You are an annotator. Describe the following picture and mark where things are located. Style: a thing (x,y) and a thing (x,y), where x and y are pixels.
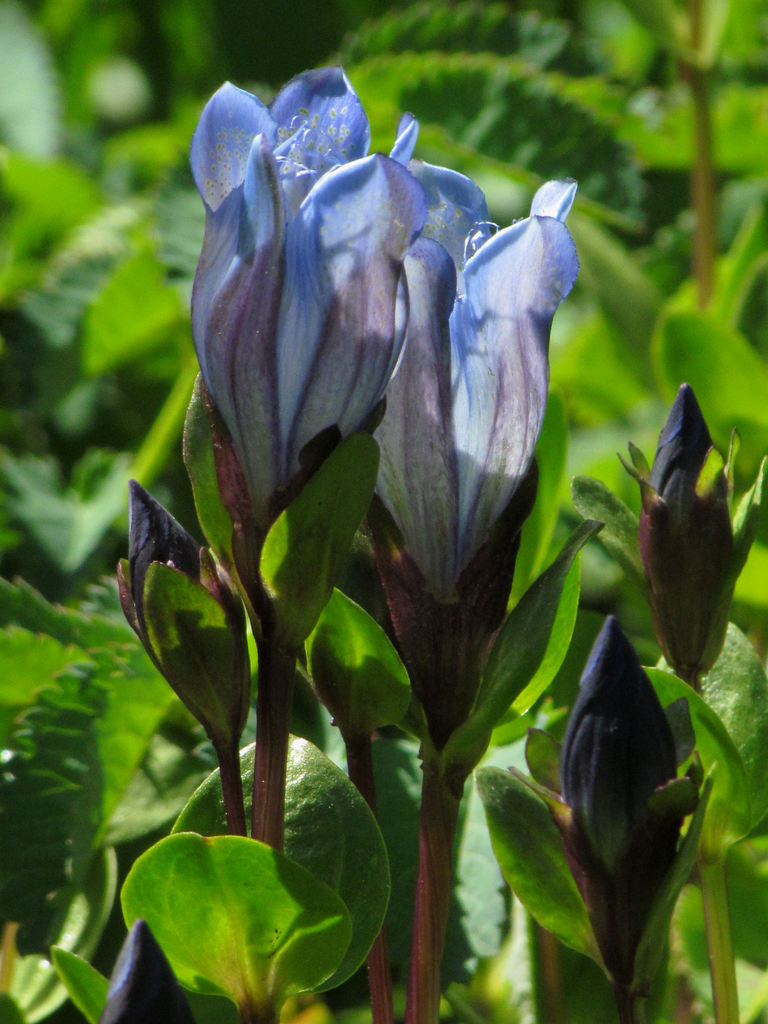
In this image I can see there are flowers (506,412) and plants (540,785).
